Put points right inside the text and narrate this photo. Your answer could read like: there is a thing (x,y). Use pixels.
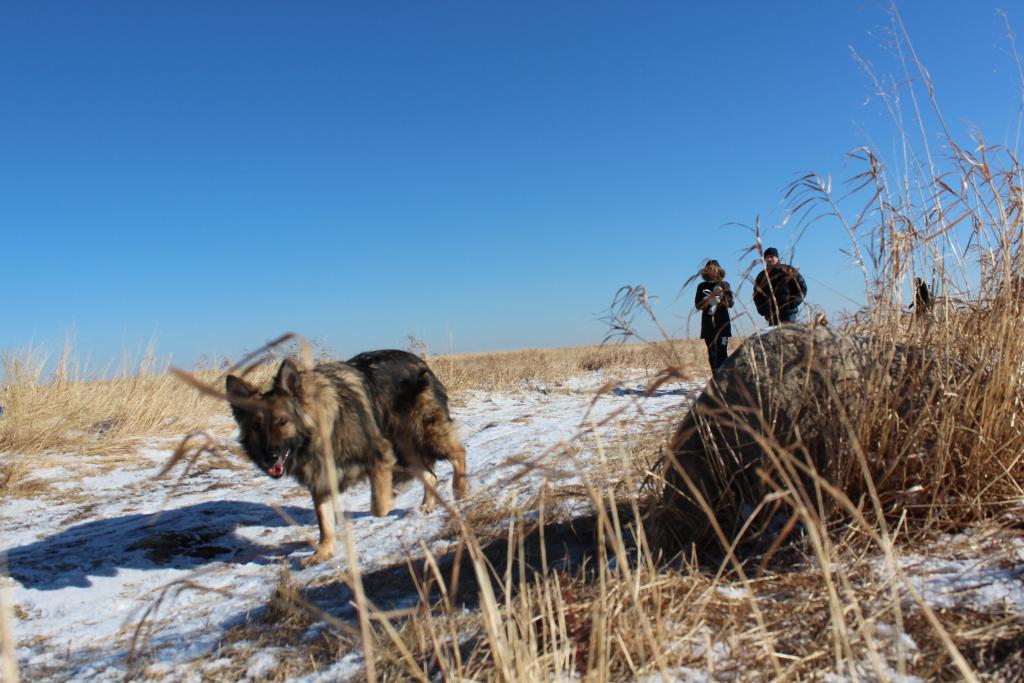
To the right bottom of the image (951,495) there is a dry grass (708,577) on the ground (664,610). And in the middle of the image (433,383) there is a dog (271,457) walking on the path (517,403). At the back of dog (336,412) there are two persons (725,305) walking. In the background (455,355) on the ground (557,402) there is dry grass (40,431). And to the top of the image (352,121) there is a blue color sky (569,148).
